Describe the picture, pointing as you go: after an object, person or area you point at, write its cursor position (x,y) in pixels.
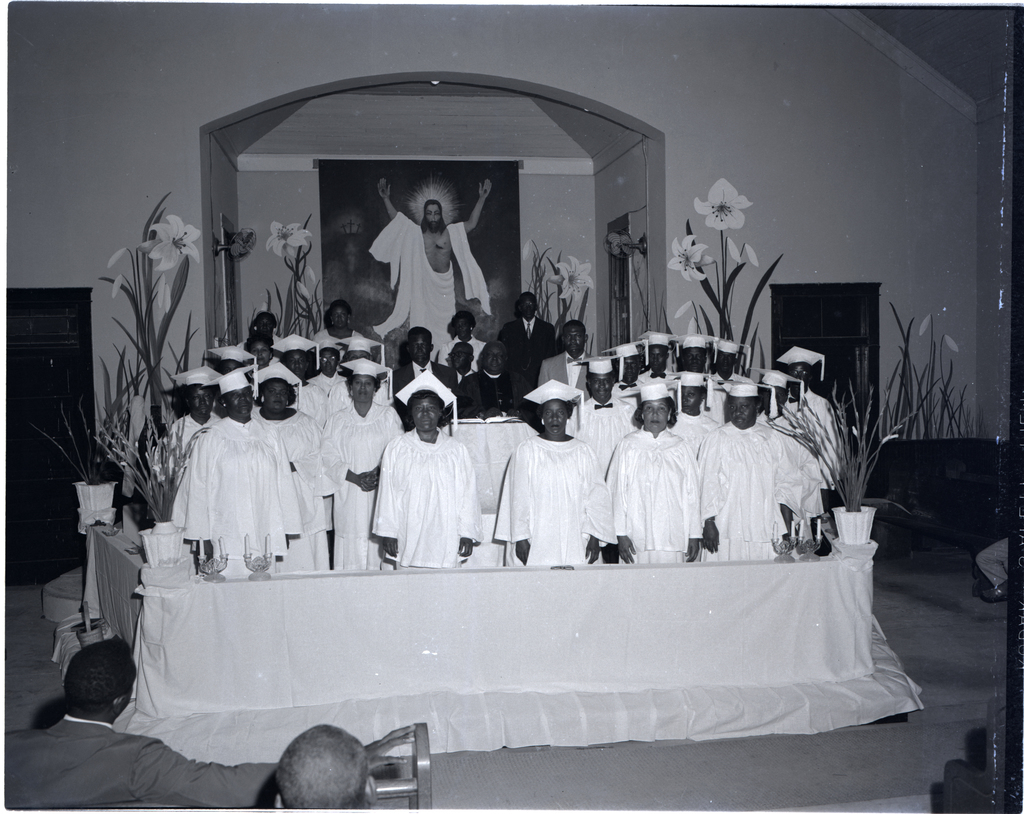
In front of the image there are two people (87,758) sitting. In front of them there are a few people (440,424) standing. Around them there are flower pots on the platform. On both right and left side of the image (61,297) there are wooden racks (19,332). In the background of the image (499,268) there is a poster (406,189) on the wall (592,234).
